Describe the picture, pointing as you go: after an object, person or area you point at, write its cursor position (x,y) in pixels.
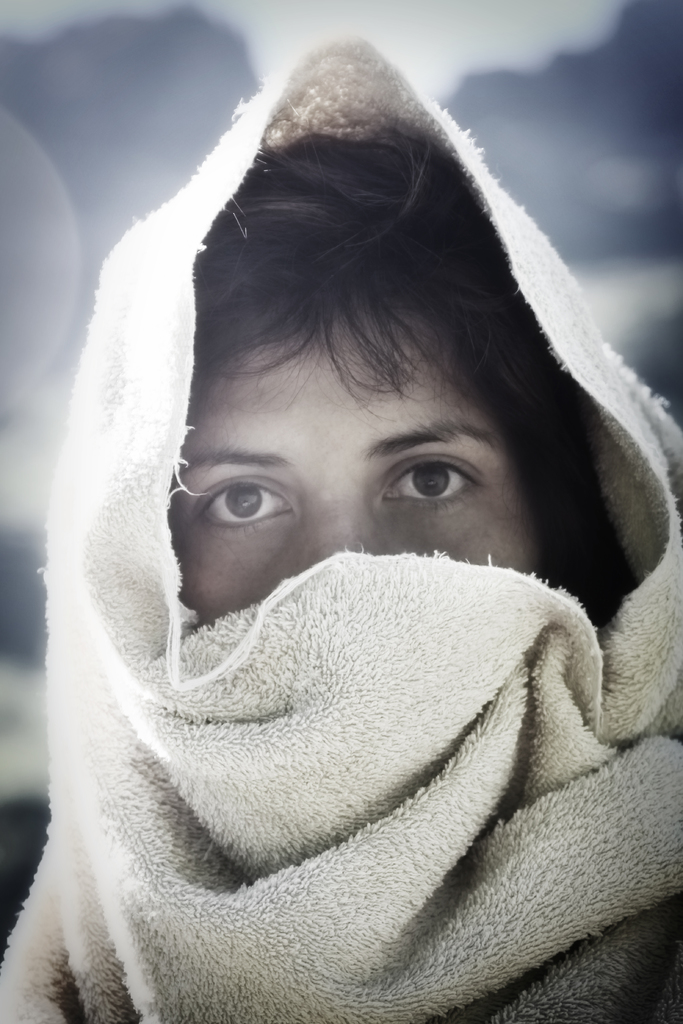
In this picture I can observe a person (287,702). He is wearing a cloth (209,702) on his head (211,276). This cloth (168,664) is in white color. The background (50,129) is completely blurred.
